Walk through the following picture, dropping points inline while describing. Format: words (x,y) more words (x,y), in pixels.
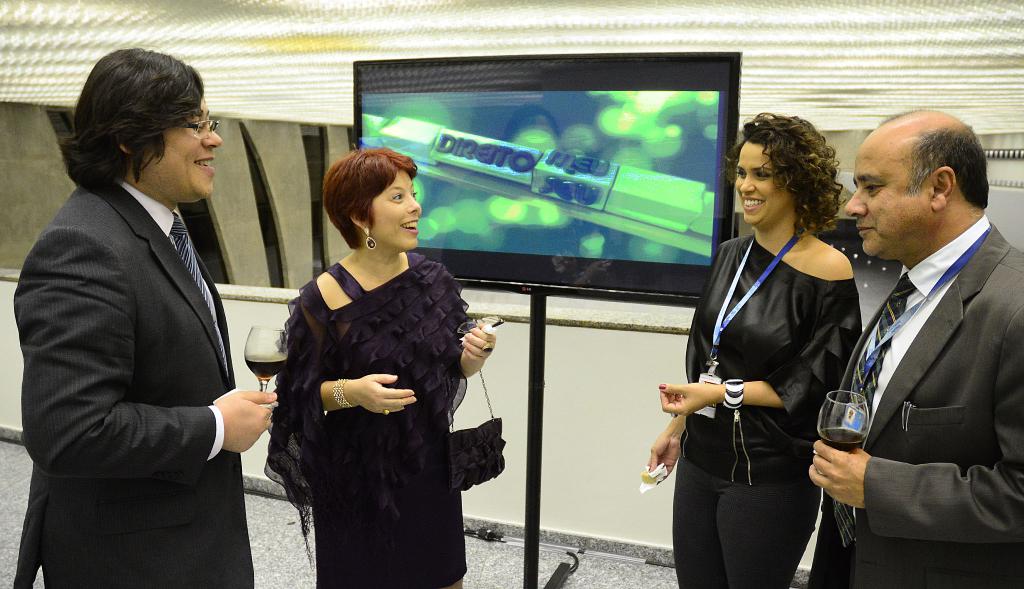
Here people (133,335) are standing. This is glass (861,426), bag (483,451), television (554,192), this is wall (582,420).
